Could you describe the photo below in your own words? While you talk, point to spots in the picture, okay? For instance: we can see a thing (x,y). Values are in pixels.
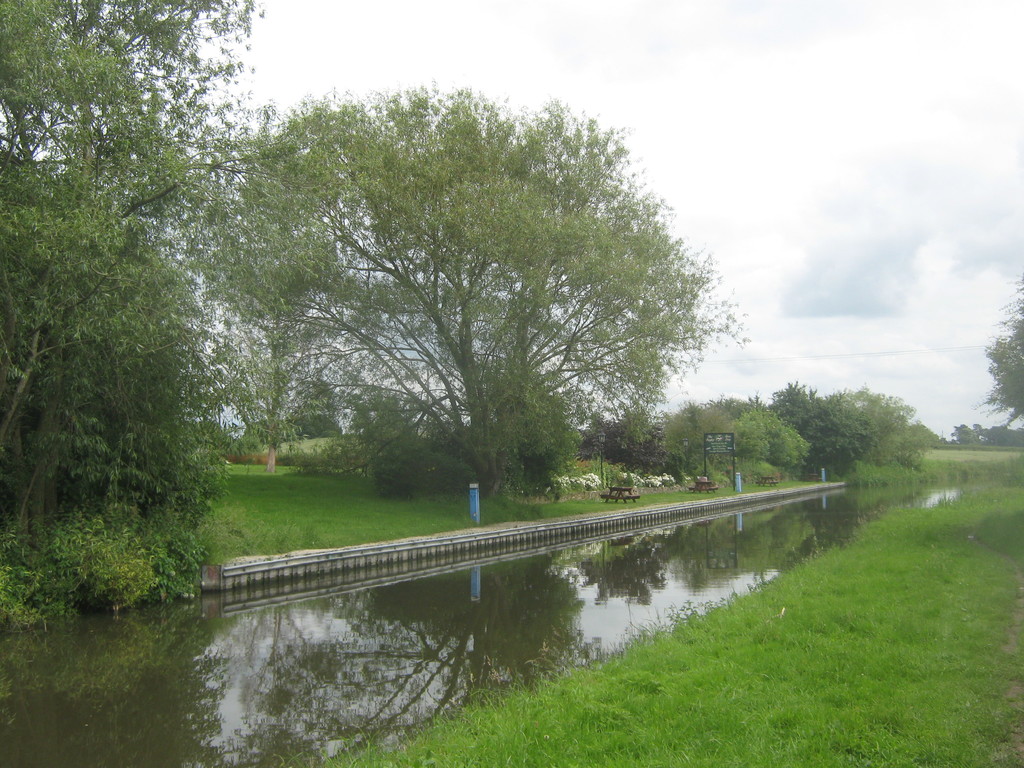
In this image there is so much of water (916,489) in the middle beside that there are so many trees (38,321), grass (792,666), and some other objects (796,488).
